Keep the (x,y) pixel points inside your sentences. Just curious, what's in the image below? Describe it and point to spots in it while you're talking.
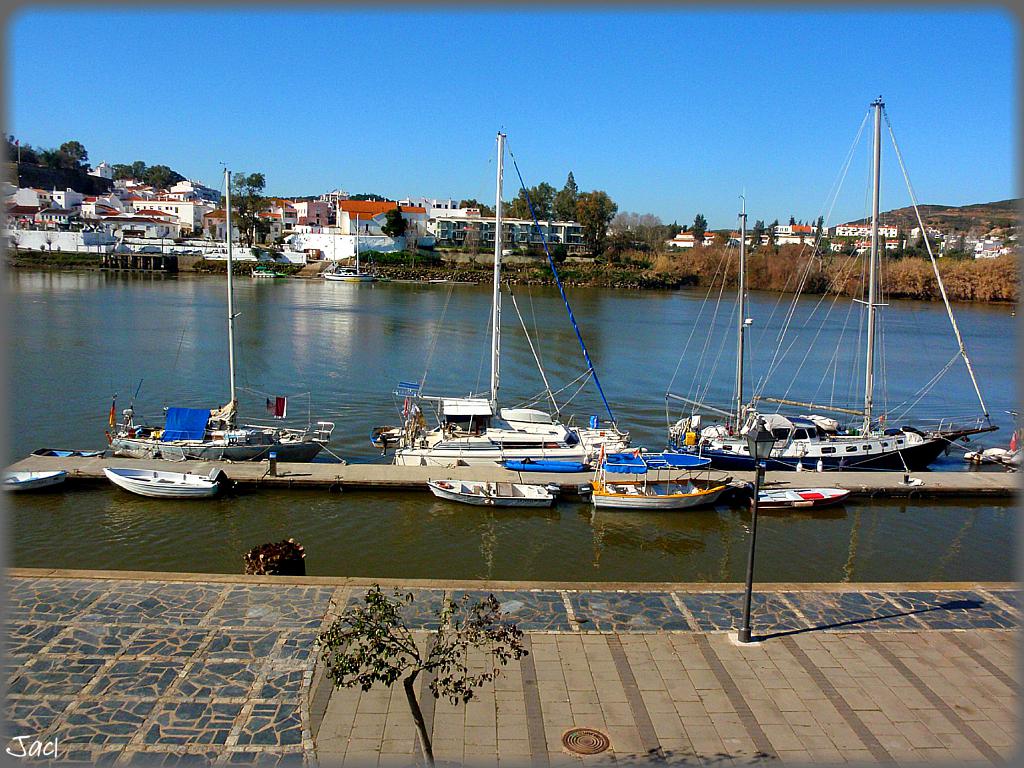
In this image there are boats (872,241) on the water (419,551), trees (382,654), houses (327,192), and in the background (378,95) there is sky (169,114) and a watermark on the image.
